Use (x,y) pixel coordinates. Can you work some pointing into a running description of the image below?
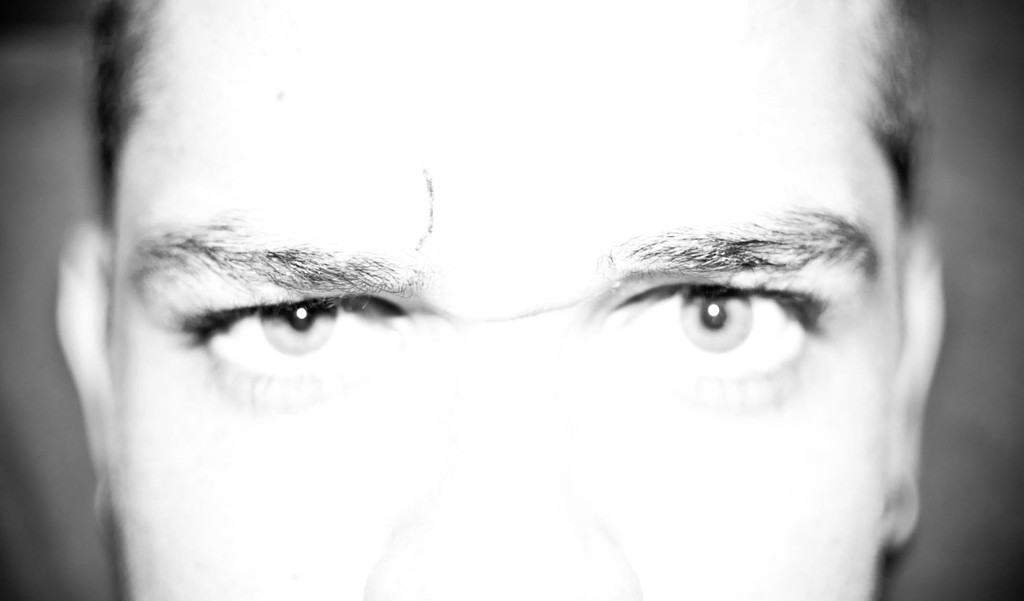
This image is a black and white image. In this image the background (32,574) is blurred. In the middle of the image (499,262) there is a face (233,173) of a man (500,151).
